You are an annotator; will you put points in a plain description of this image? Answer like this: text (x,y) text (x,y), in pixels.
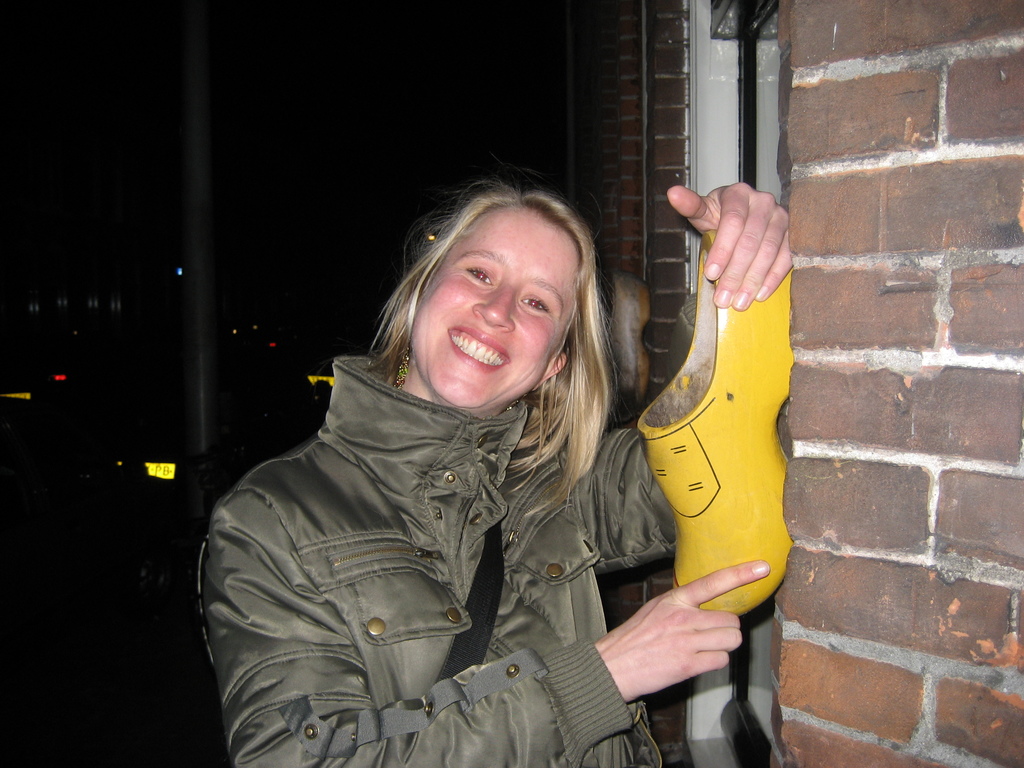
In this picture I can see there is a woman (617,442) standing and she is smiling, wearing a coat (449,626) and a hand bag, she is holding a yellow shoe (714,467) on to right (753,489) and there is a brick wall (856,458) here and in the backdrop (212,222) there is a pole (201,10) and the backdrop (173,389) is dark.
